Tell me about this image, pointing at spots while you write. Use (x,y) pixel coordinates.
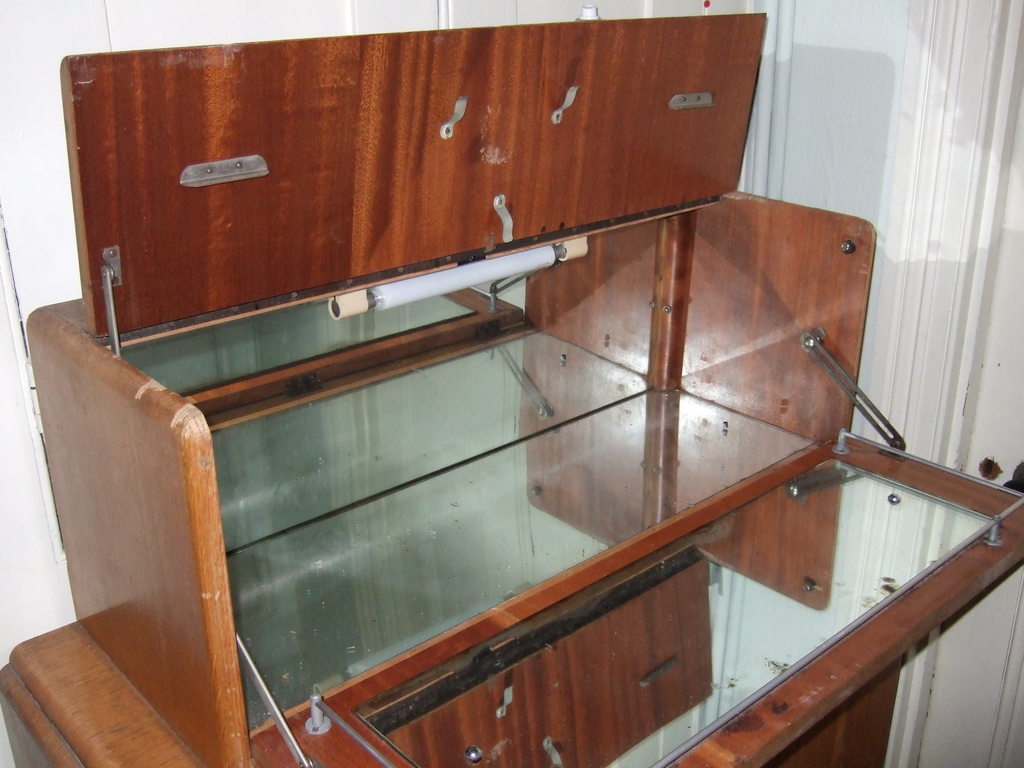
Background (986,126) portion of the picture is in white color. This picture is mainly highlighted with the wooden cupboard (934,594) and we can see the mirror (501,407) and a light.
